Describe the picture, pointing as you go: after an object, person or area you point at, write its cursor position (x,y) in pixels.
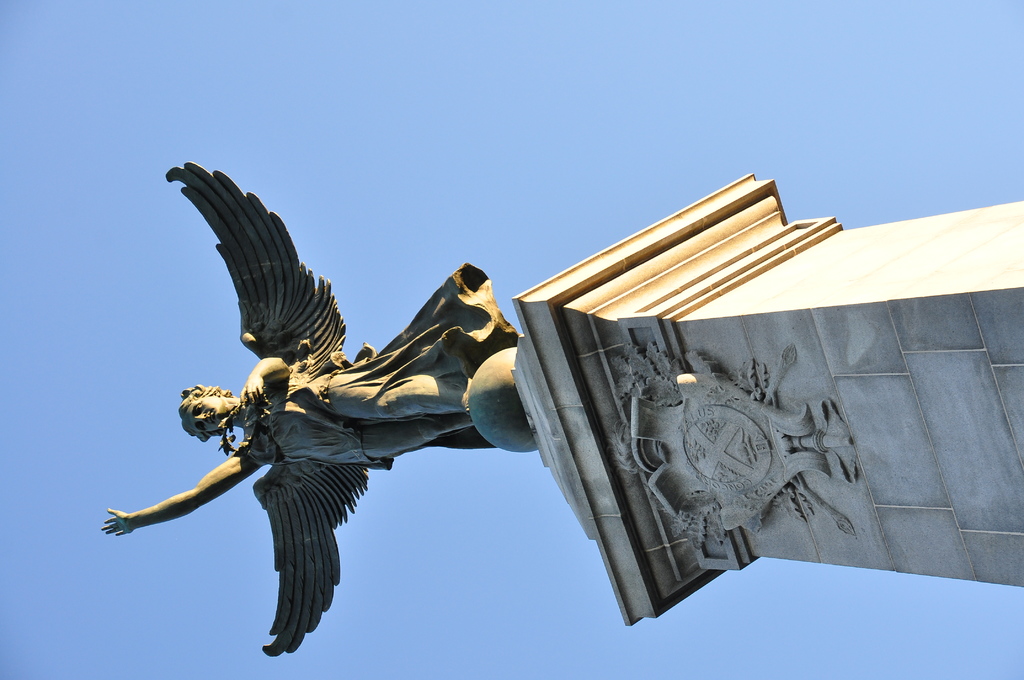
In this image we can see a statue (361,428) on a pillar (676,490). Behind the statue (372,424) we can see the sky (453,465).
